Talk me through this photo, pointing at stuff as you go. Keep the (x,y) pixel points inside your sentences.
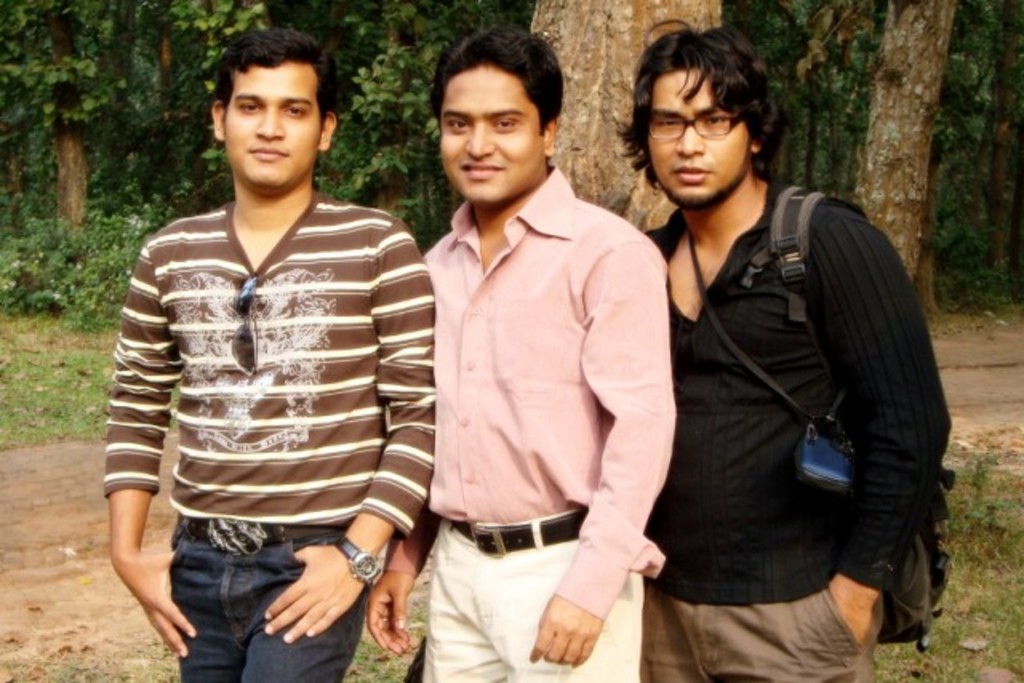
In this image in the foreground (351,334) there are three men (413,337). A man (725,341) standing in the right (808,358) is wearing black shirt (780,314) and carrying a bag (753,280). In the middle (536,289) one is wearing pink shirt (522,285) the left one is wearing brown t-shirt (357,278). In the background (227,16) there are trees (557,46).
